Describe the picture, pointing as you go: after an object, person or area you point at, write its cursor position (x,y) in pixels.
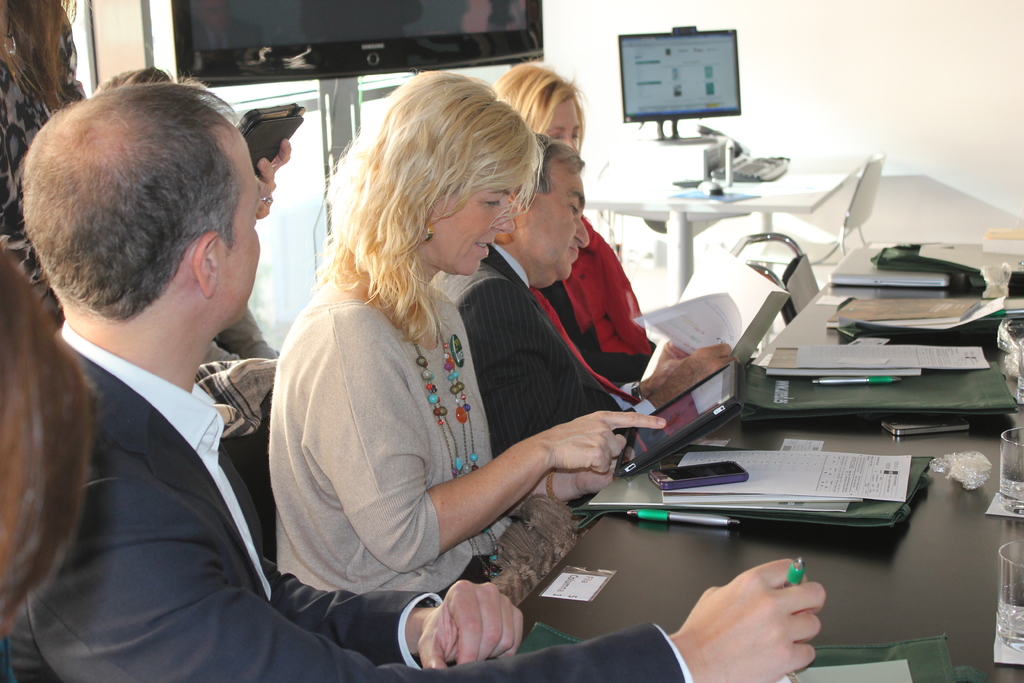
In this image there are group of people (303,369) sitting in the chairs (268,494) and working. There is a woman (423,379) in the middle (403,377) who is looking into the tablet (736,414). Beside her there is another man (527,327) who is holding the papers (651,334). In front of them there is a table (883,596) on which there are glasses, files (704,510), papers (829,466), pens (653,513), mobiles (699,480), cups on it. In the background (404,43) there are televisions (428,51). In the background (736,202) there is a table (669,191) on which there is a computer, mouse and chairs (849,214) around it.
